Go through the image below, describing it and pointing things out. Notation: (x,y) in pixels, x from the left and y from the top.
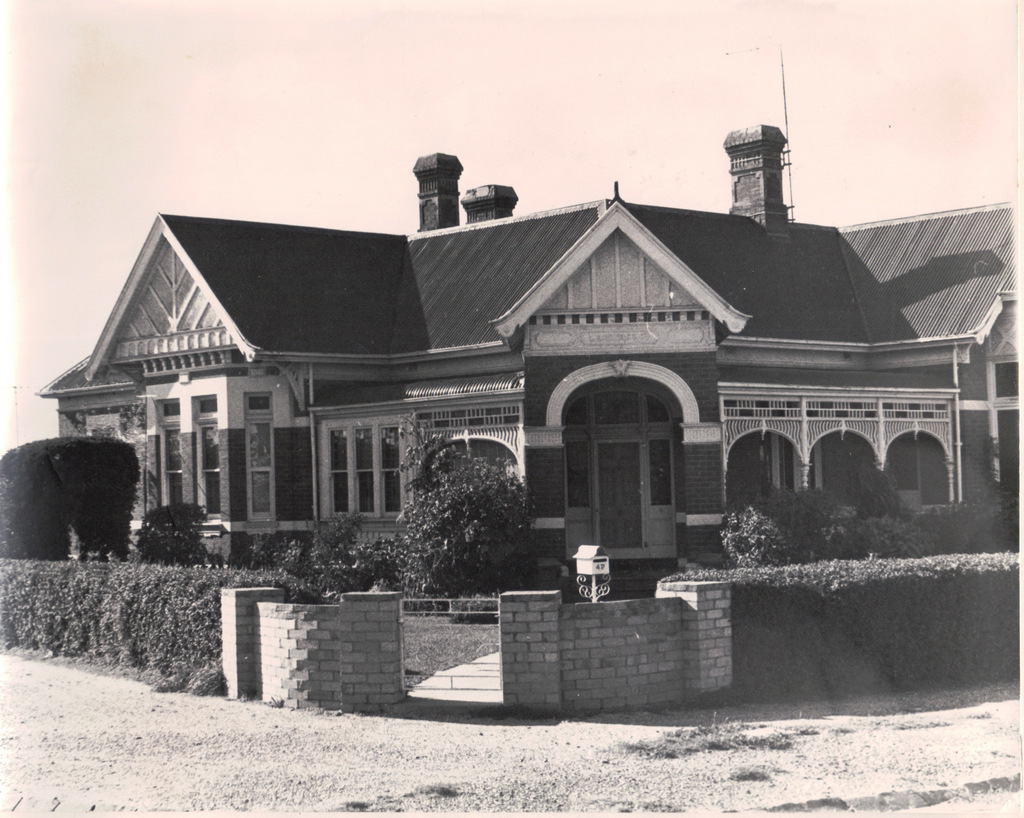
In the foreground of this black and white image, there is a house (822,482), few plants (174,611), wall (517,638), gate (460,610), sky (546,197) and the ground (563,800) on the bottom (635,807).
